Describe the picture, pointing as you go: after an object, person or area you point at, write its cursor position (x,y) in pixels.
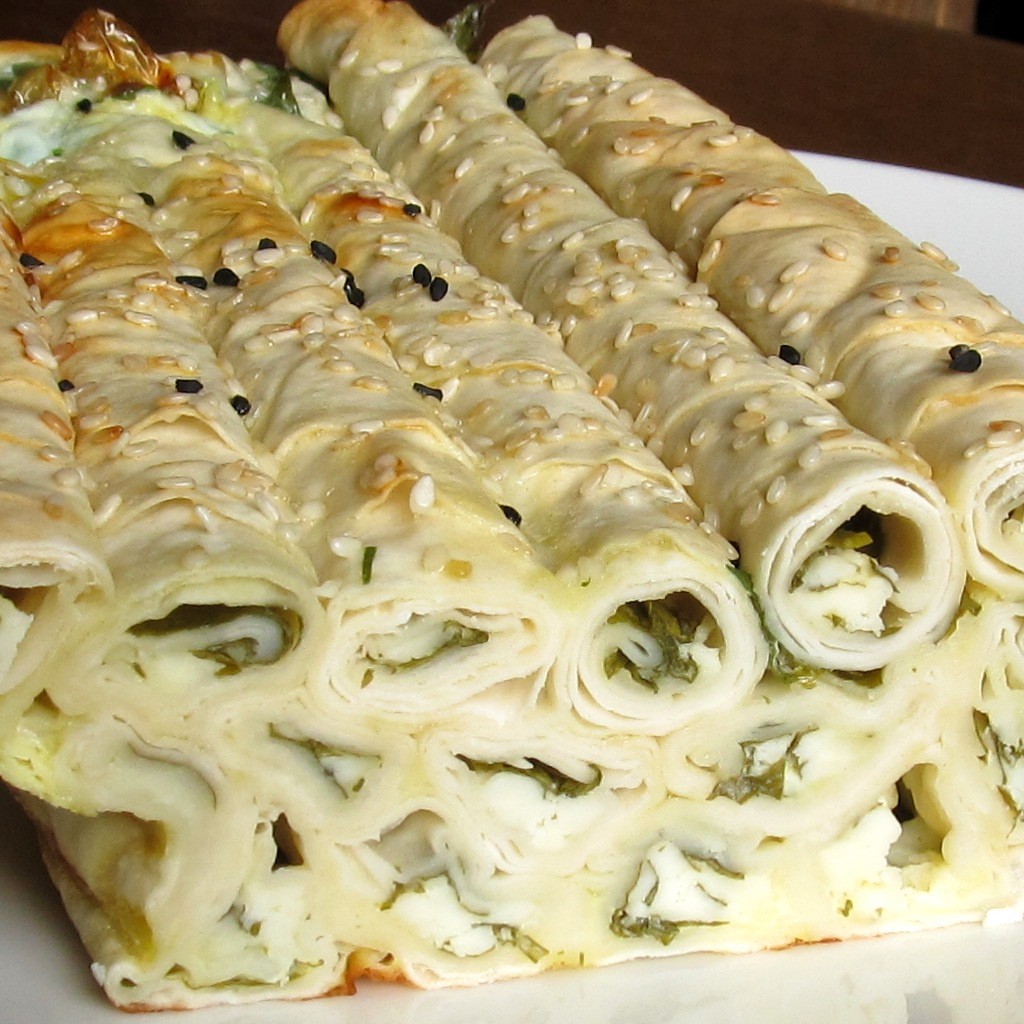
In this image we can see food (594,823) in a plate (453,1002) which is on the platform (796,149).
